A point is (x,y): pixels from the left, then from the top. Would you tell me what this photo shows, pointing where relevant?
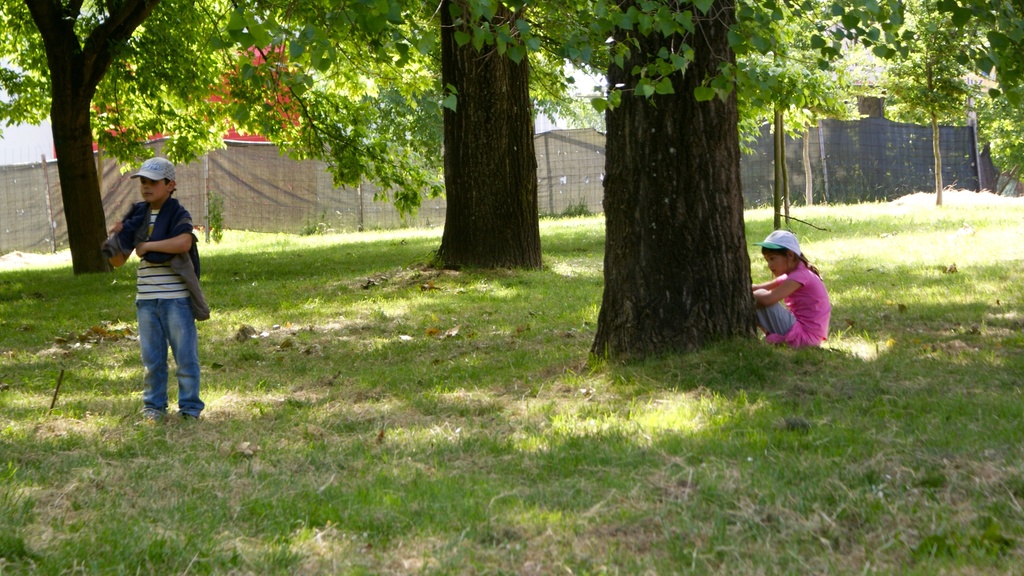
The boy (161,317) in the white T-shirt (148,296) who is wearing a cap (151,165) is standing on the grass (291,252). The girl (796,299) in the pink dress (788,298) who is wearing a white cap (780,248) is sitting beside the tree (680,275). At the bottom of the picture (434,448), we see grass (502,424). In the background (339,203), we see a grey color sheet (870,166) as a fence (836,163). There are trees (337,69) and buildings (273,82) in the background (455,63).
